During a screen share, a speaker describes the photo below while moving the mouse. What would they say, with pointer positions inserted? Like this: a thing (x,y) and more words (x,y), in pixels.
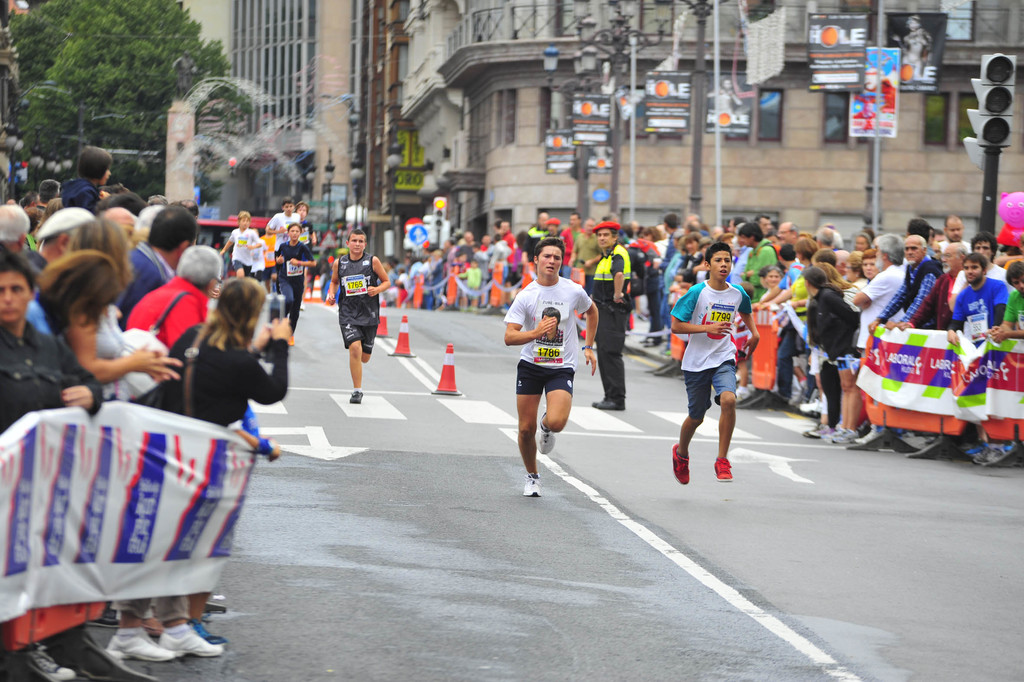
At the bottom of the image (579,524) there is a road (631,534). On the road (396,390) there are few people (292,275) running. And also there are many people (96,354) standing behind barriers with banners (76,465). In the background (578,12) there are buildings (523,65) with walls (524,81), pillars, posts (716,51) and railings (612,20). Also there are trees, poles (622,74) with sign boards (863,27), traffic signals (1008,60) and lights (292,128).
